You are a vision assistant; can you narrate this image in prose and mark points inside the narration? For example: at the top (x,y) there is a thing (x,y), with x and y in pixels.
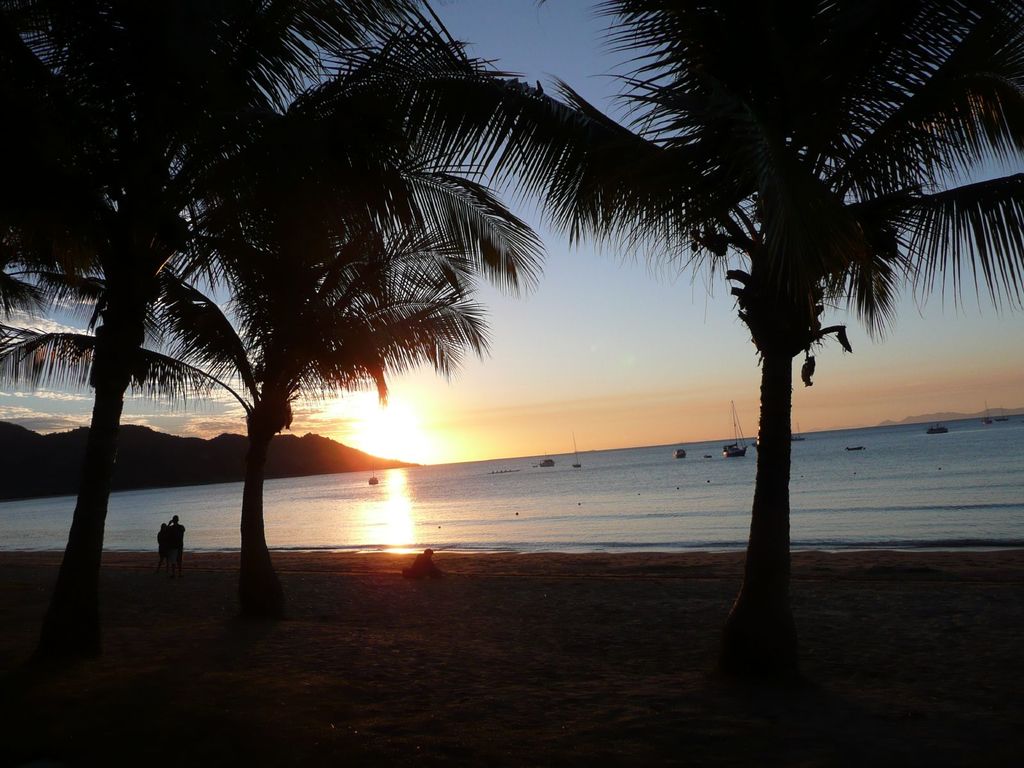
Here we can see few persons (166,562) and there are boats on the water (670,490). Here we can see trees (845,95), mountain (24,464), and sky (568,399).
